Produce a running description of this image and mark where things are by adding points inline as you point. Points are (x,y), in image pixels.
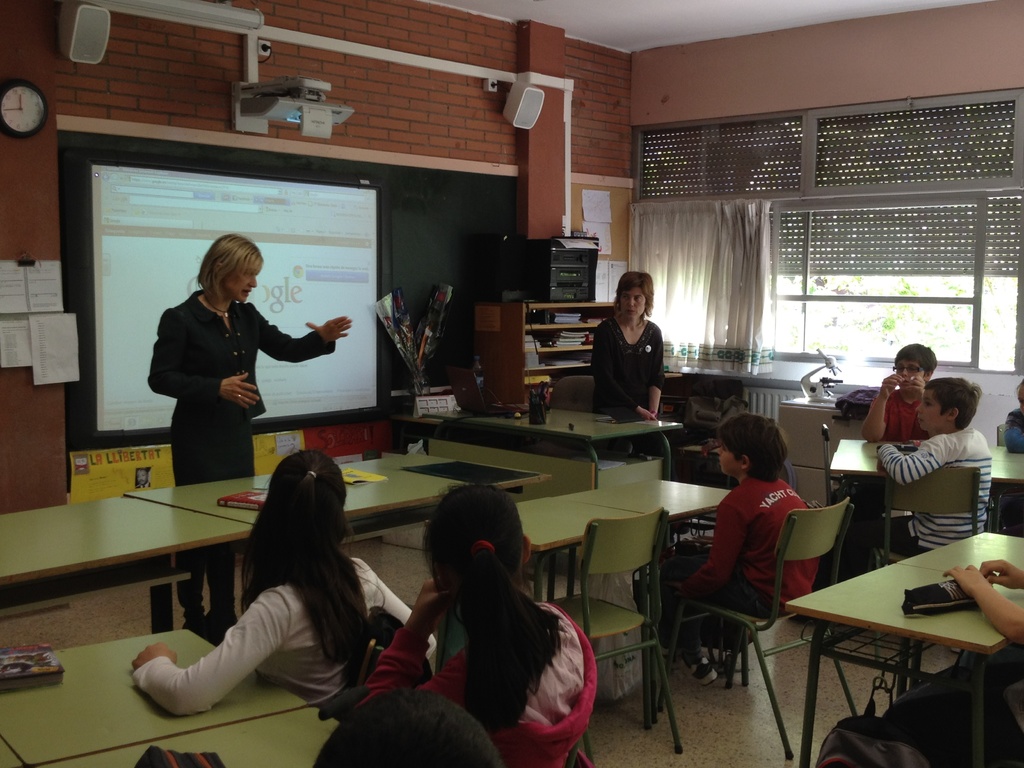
In the image there is a woman (229,349) stood in the front (215,374), in front of screen (237,226) talking. In front (300,508) there are many kids (758,505) sat on desk (914,618) looking at her, this looks like a classroom (805,106).
